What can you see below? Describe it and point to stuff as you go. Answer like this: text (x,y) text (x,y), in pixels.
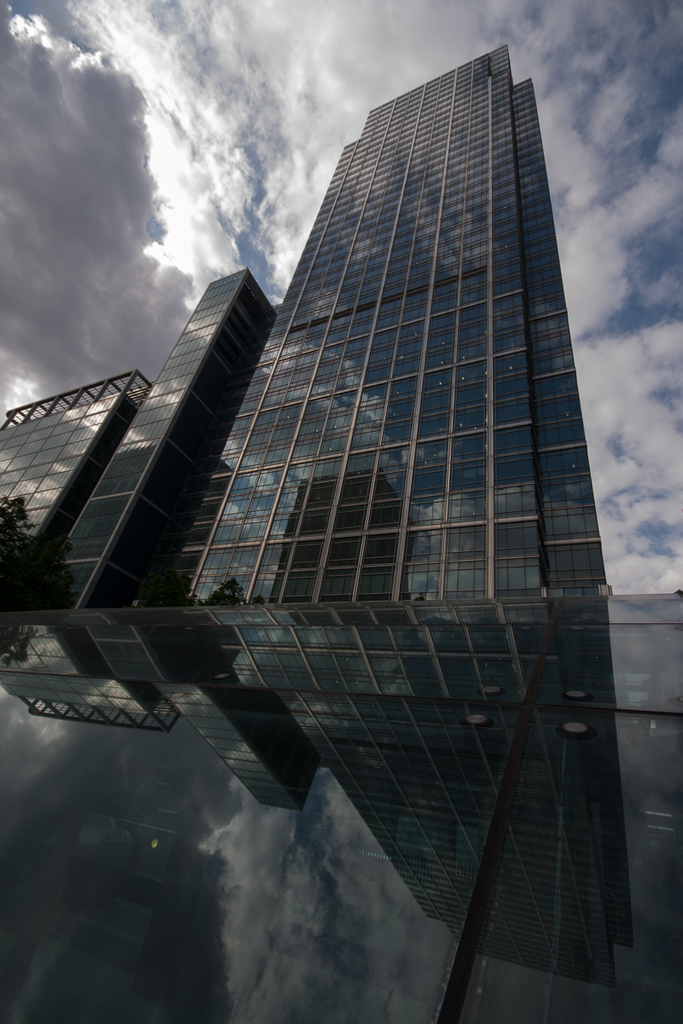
In this image I can see a building (393,430) which is made up of glass (261,489), a tree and the glass surface (422,732) in which I can see the reflection (438,737) of a tree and the sky (218,872). In the background (222,242) I can see the sky (278,160).
